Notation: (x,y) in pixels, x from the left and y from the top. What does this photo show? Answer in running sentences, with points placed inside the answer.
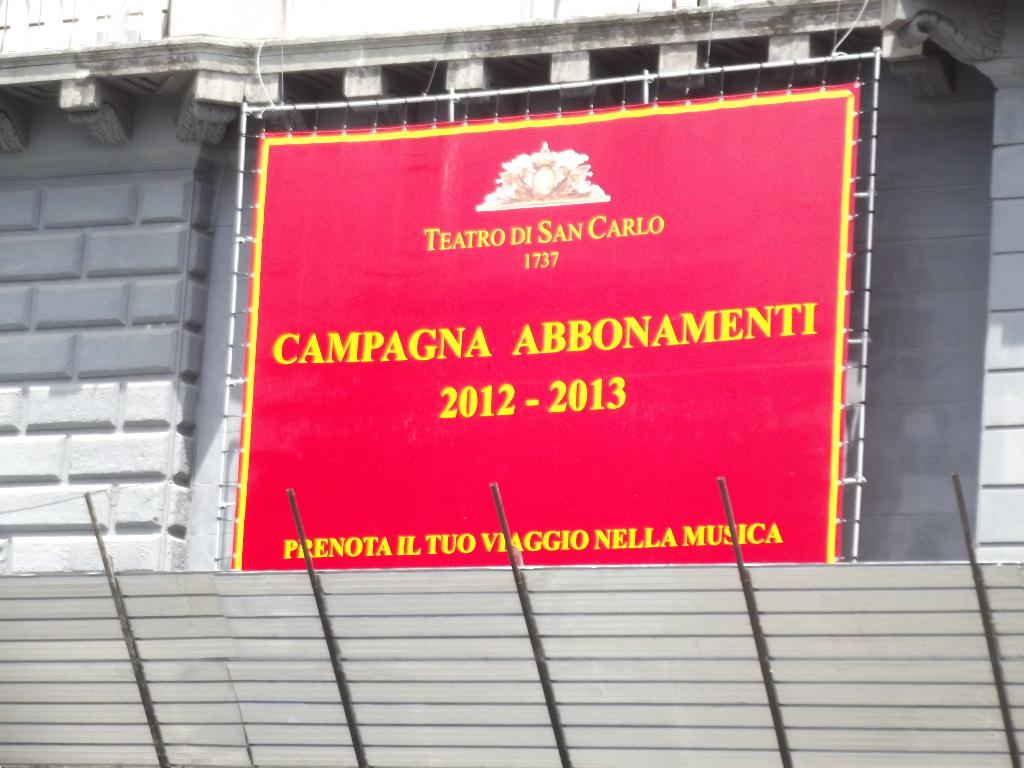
In this image we can see a banner (584,280) with some text (347,555) and there is a building (974,419) in the background (1006,440) and we can see some metal rods (127,631) at the bottom of the image (999,697).
